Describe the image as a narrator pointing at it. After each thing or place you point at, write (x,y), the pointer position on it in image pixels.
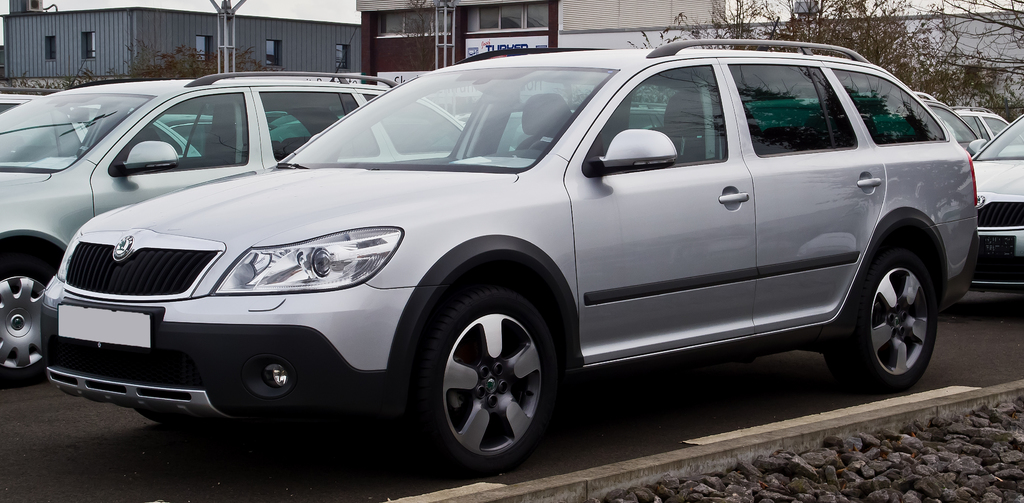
In this image we can see there are vehicles (230,160) on the road (151,445). And there are stones (969,447). And at the back (671,9) there are buildings (249,38), trees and pole (228,38).
